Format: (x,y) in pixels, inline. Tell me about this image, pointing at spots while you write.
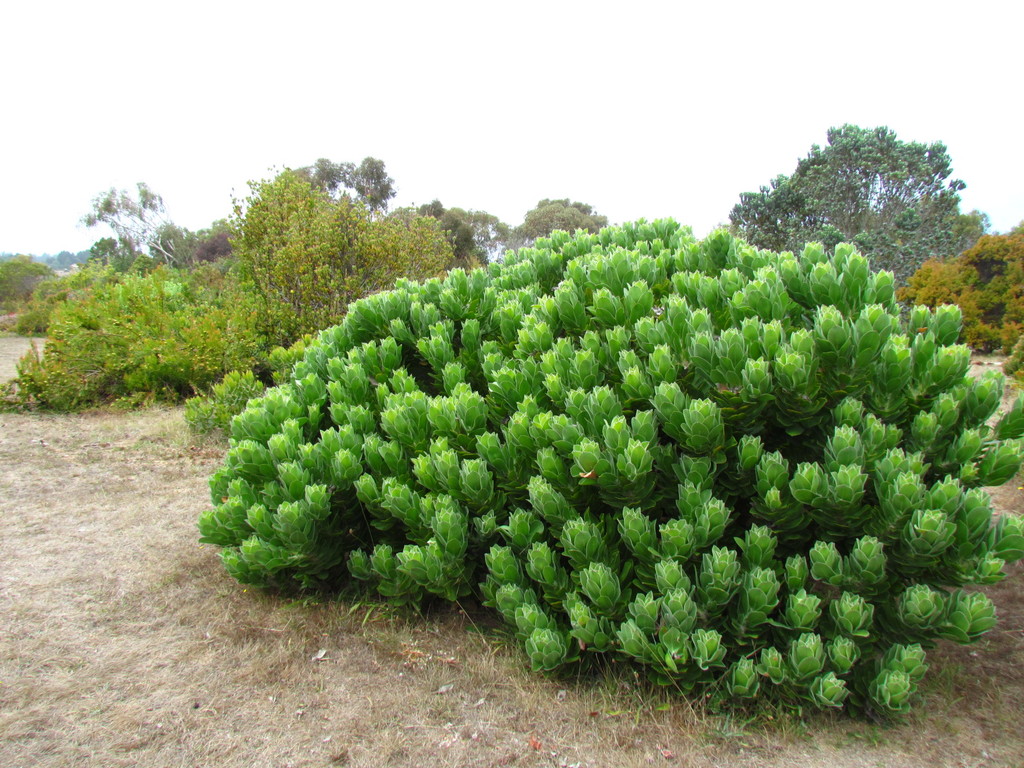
In the picture we can see a ground surface (298,703) with plants (672,487) and in the background (719,222) also we can see full of plants (99,245) and sky (722,181).
